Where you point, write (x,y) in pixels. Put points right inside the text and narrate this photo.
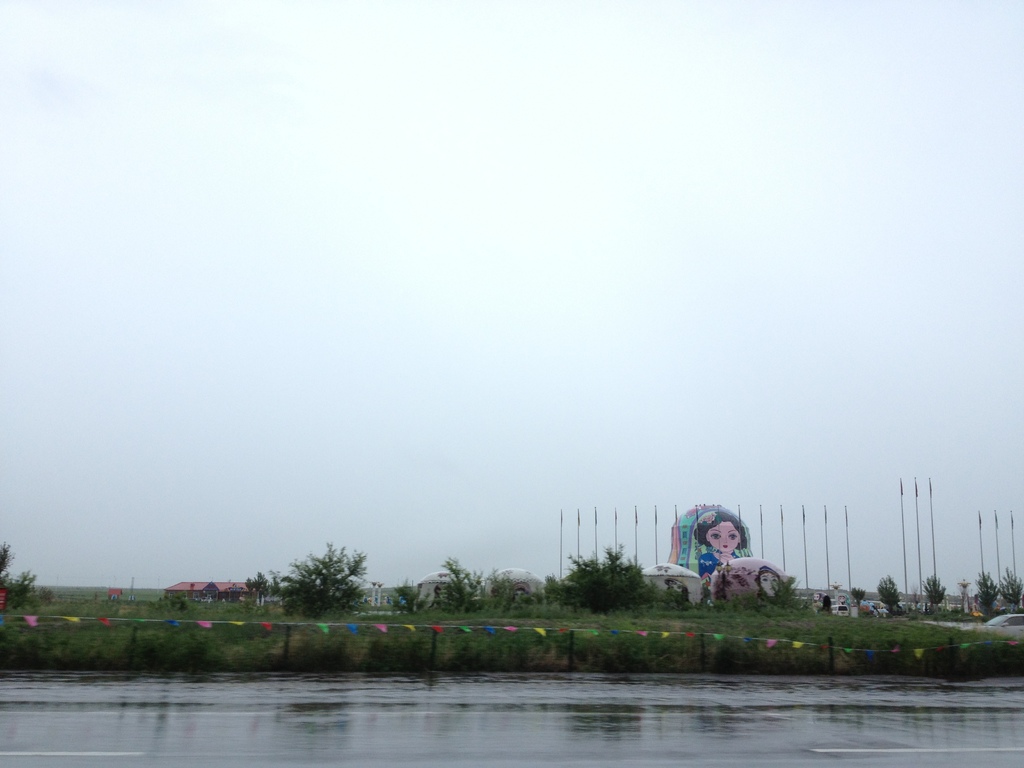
In this picture, we can see water (402,686), ground (454,671), poles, trees (619,595), grass (641,654), small flags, and some art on objects (723,595), houses (742,546), and the sky (379,236).
